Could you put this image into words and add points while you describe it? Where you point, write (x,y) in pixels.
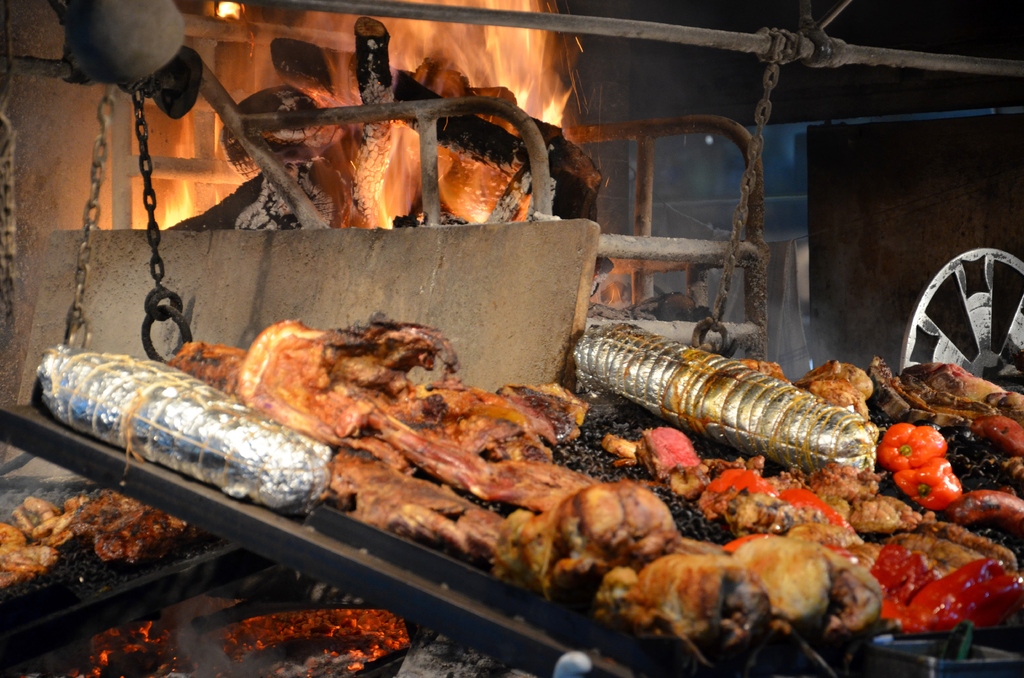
In the image we can see food items (650,508) and the flame (509,41) and coal (465,139). Here we can see metal chain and a metal rod (757,242).
